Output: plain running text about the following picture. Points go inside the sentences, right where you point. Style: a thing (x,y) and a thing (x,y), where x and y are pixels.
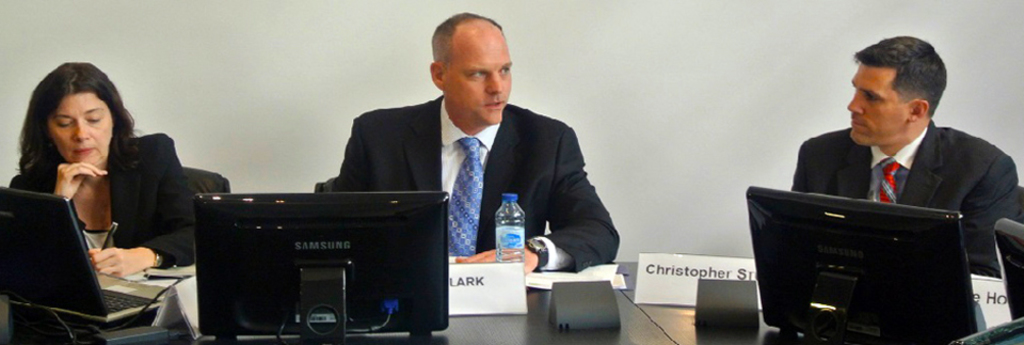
In the foreground of the picture (488,296) there are tables (538,311), on the table (538,311) there are laptops (28,263), name plates (658,273), bottle (507,212), papers (544,279), cables (152,304) and other objects (602,321). In the center of the picture (452,155) there is a man (456,146) sitting. On the right (888,163) there is a man (952,194). On the left (144,186) there is a woman (110,218) writing. In the background (282,55) it is wall (642,78) painted white.
